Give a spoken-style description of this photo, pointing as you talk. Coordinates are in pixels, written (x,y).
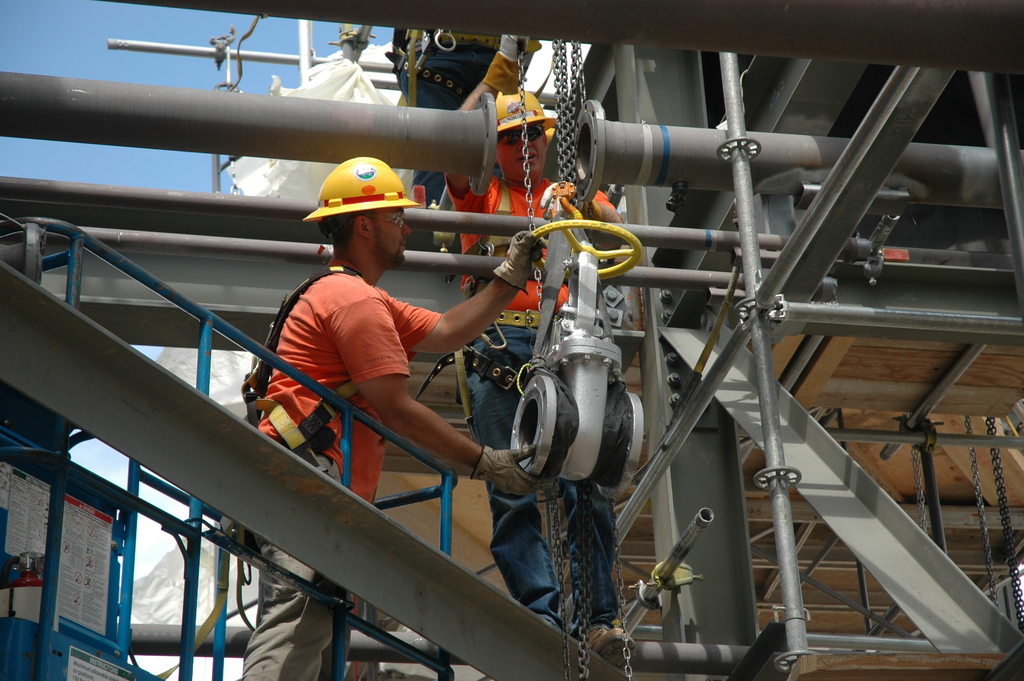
In this image we can see group of persons (336,346) wearing orange t shirt (375,294) and yellow cap (329,216) are standing on metal frame (525,609). One person (476,303) is standing in a metal cage (62,256) and holding a yellow wheel (608,225) with his hand (522,260). In the background (940,564) we can see group of poles (940,518), chains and the sky (98,58).
